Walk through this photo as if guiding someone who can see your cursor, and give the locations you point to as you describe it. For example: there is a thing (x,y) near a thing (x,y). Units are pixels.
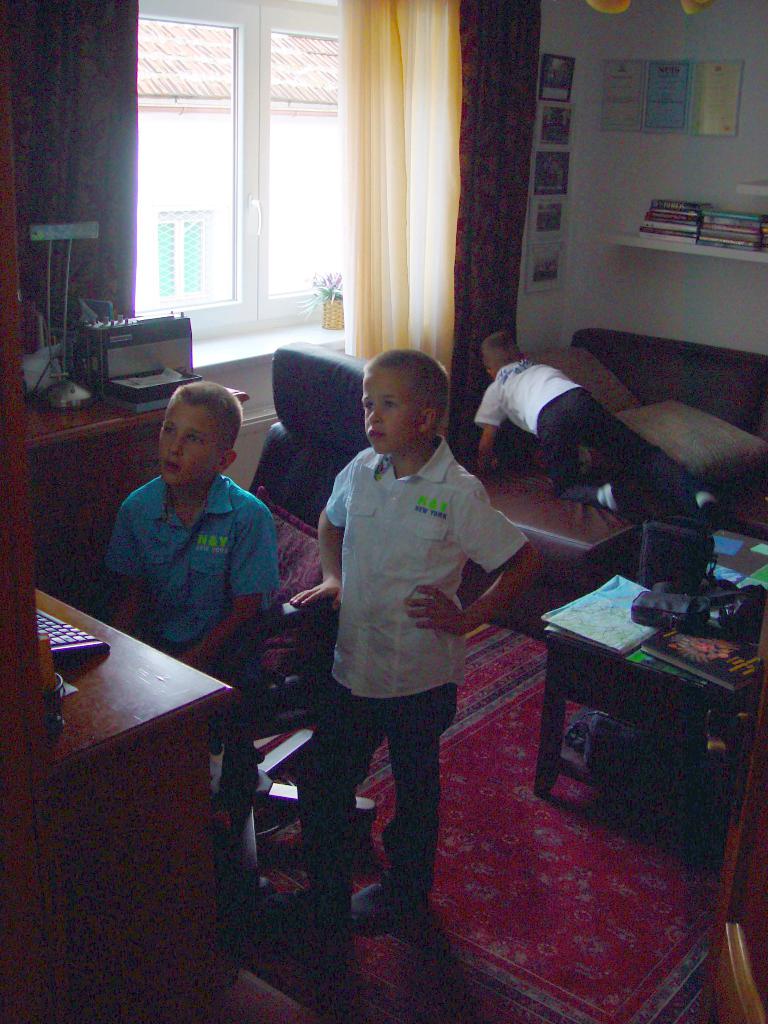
In this picture we can see three boys (210,534), one boy (214,525) is sitting on a chair (293,421) and the other is leaning to the chair (319,509) and the both are looking at something and the third boy (489,434) is searching for something and in between them we can see table (599,684) on an table (596,671) we have books (697,649), papers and on left side (96,183) we can see glass window (287,156), a flower vase (333,301), curtains (460,118) and at last we have rack (659,242) full of books (708,243) and wall (586,142) full of frames (561,136) and from window (229,56) we can see a house (222,147).
